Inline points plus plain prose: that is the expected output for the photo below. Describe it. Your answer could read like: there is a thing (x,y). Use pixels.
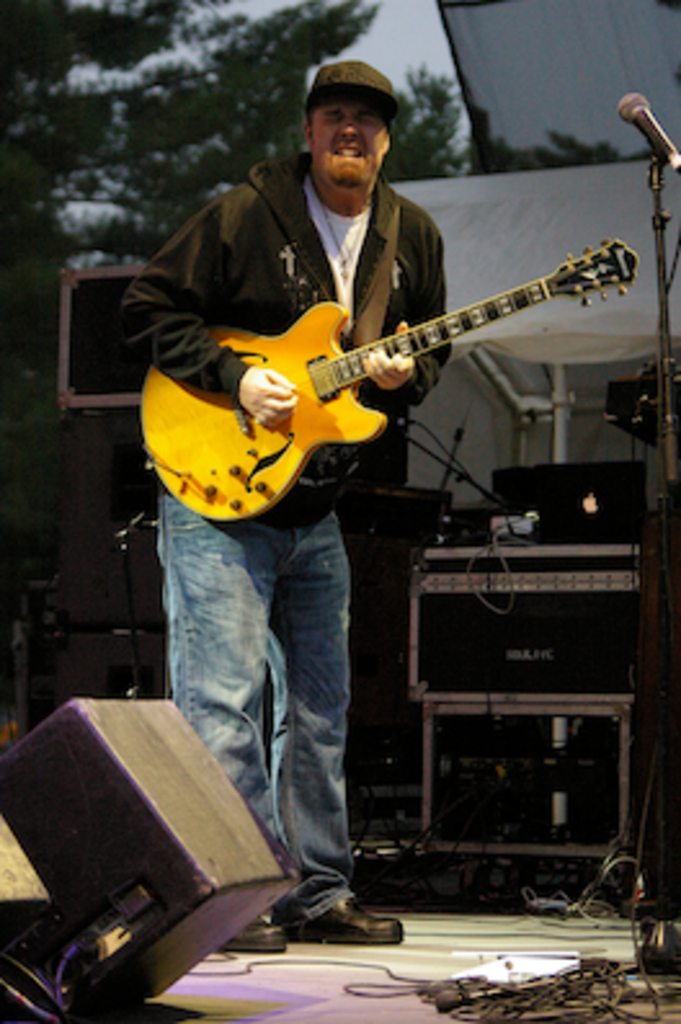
In this picture we can see a man (349,135) standing on the stage (269,955) and playing a guitar (614,244). On the stage (641,1010) we can also see a mike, wires (529,1002), music systems (530,642), lights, etc. In the background (235,176) we can see trees (188,115).
